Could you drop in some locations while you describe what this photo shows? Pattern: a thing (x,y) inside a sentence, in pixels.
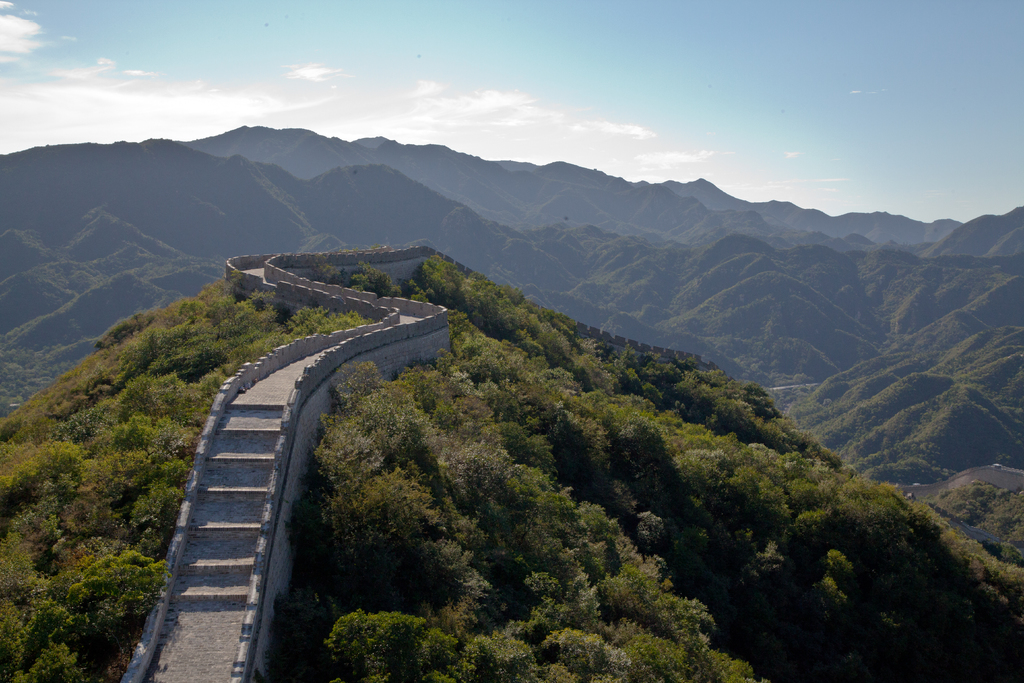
In this image, we can see the walkway (260,448), stairs (246,481), wall (308,424) and trees (540,501). Background (739,299) we can see hills (489,259) and sky (410,105).
